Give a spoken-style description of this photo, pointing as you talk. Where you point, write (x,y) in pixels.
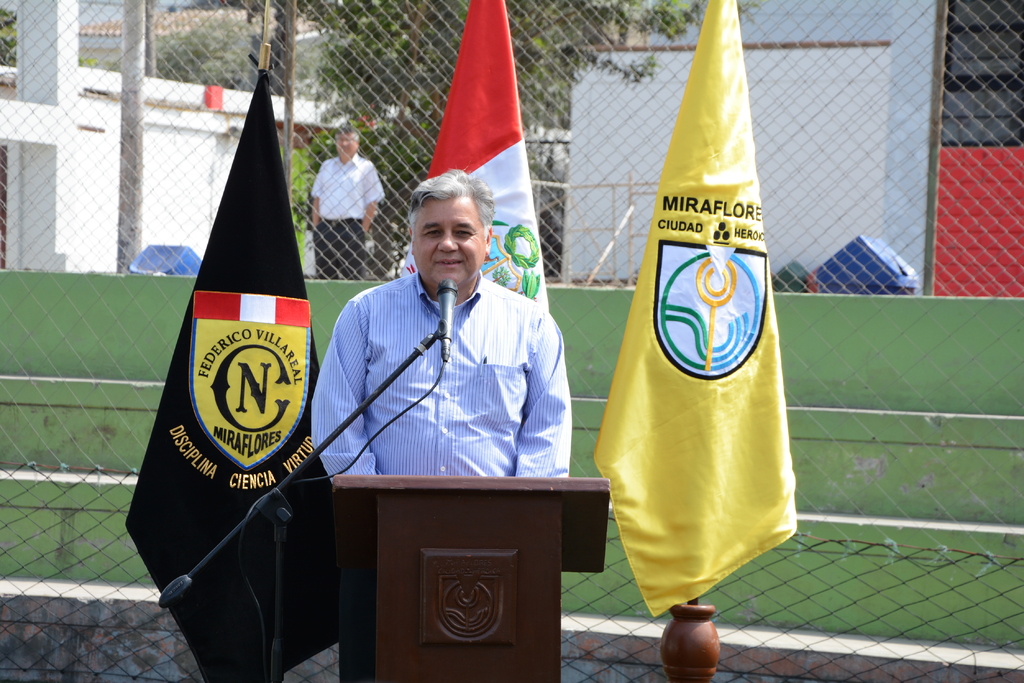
In this image we can see a person (504,372) standing near the podium (408,542) and there is a mic (453,292) with stand (279,581) beside the podium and there are three flags (251,561) around the man (498,353) and in the background (797,332) there is a fence (761,181) and stairs (824,369) and there is a man (348,211) standing near the tree (416,145), there is a building (660,136) and few trees (396,127) in the background (205,119).
